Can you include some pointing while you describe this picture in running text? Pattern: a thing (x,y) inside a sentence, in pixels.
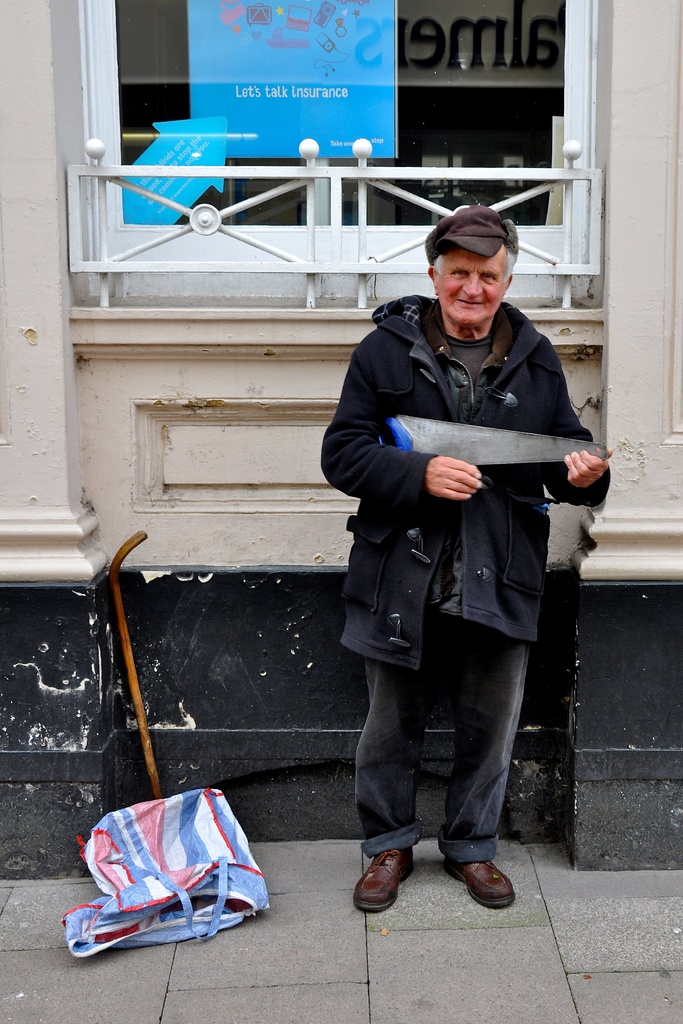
In this image I can see the person (493,601) with the dress (410,618) and the cap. I can see the person (408,455) holding a saw (472,452). To the left (128,815) I can see the stick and the bag (166,874). In the background (149,528) I can see the building (121,355) with window (131,240). Inside the building (219,176) I can see the board (237,101) and something is written.
